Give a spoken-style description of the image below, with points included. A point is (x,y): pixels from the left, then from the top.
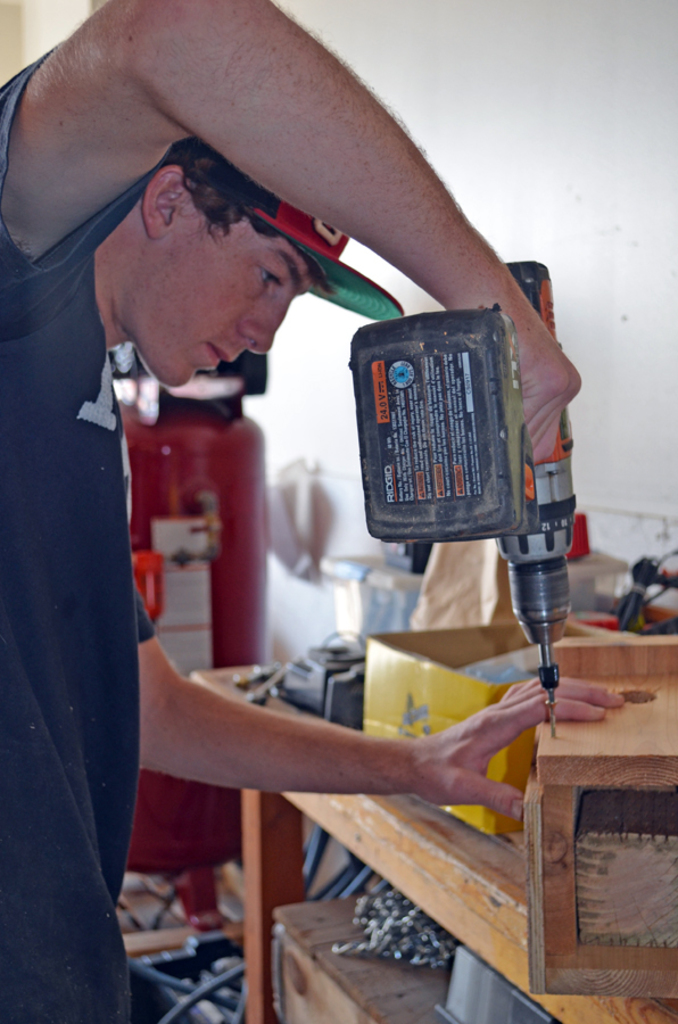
In this image I can see a person (573,383) holding a machine (387,450) and in front of him I can see a table (377,859), on the table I can see boxes (465,695) and wooden box (530,906) and on the right side (631,201) I can see a wall (587,179) and I can see a red color cylinder (183,827) visible in the middle (261,529).
